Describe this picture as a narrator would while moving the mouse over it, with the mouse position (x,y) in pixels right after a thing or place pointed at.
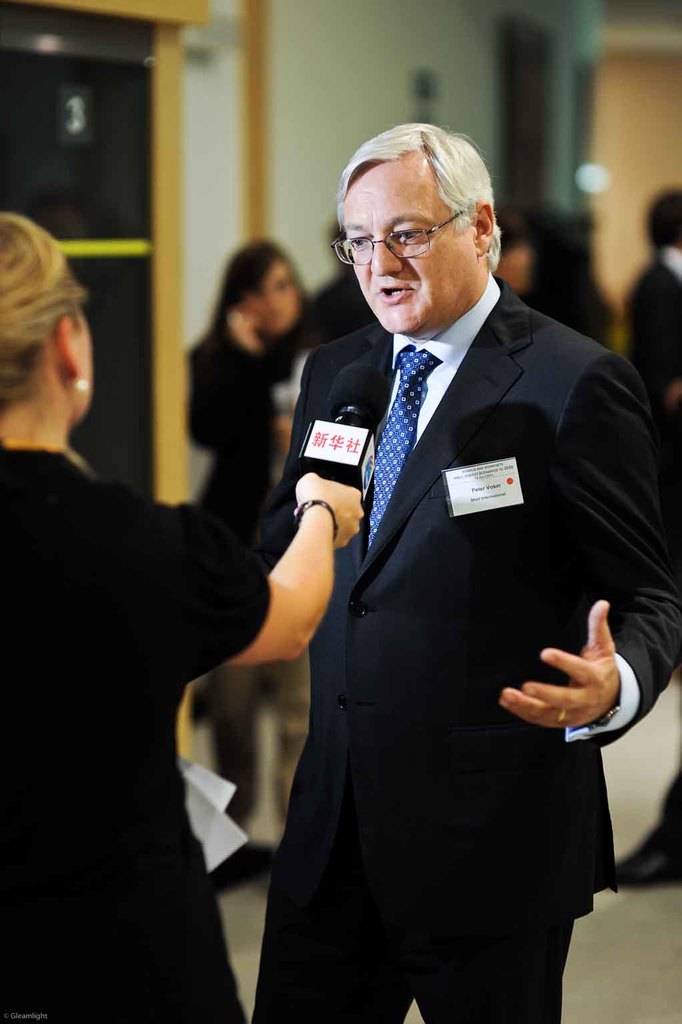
On the right side of the image (463,403) a man (463,517) is standing and wearing a spectacles (403,241). On the left side of the image (107,633) a lady (178,712) is standing and holding a mic (344,450). In the background of the image (297,319) we can see some persons (675,253) are standing and wall (285,118) are there. At the bottom of the image (607,977) floor (631,964) is present.
